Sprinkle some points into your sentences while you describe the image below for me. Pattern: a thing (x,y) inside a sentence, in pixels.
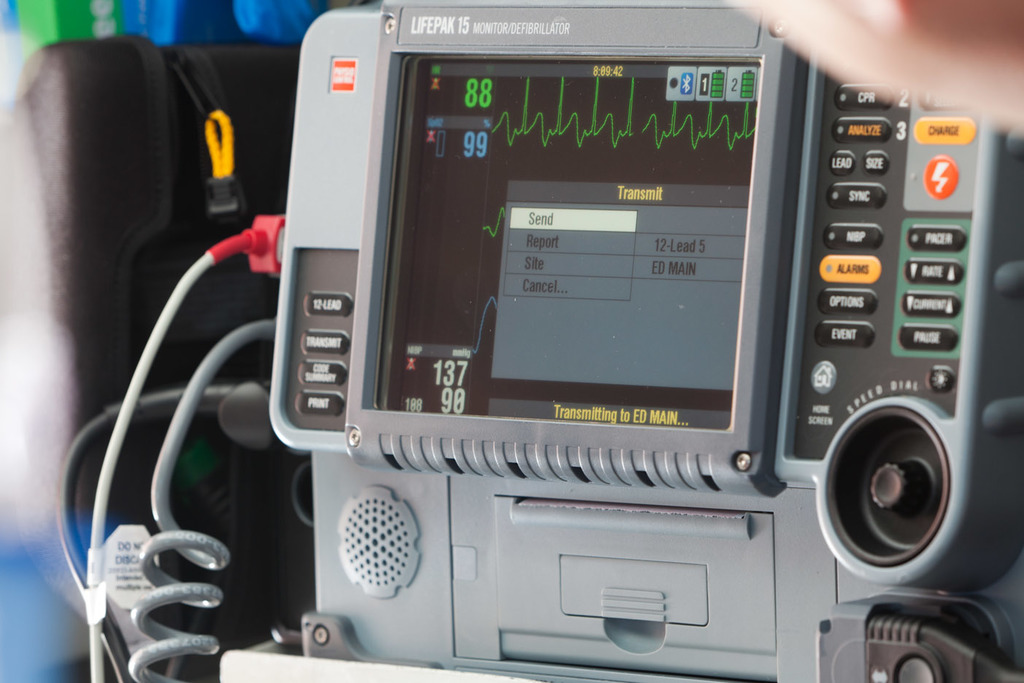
In this image, we can see a heartbeat monitoring machine (777,155). There are cables (195,385) on the left side of the image (141,351).
